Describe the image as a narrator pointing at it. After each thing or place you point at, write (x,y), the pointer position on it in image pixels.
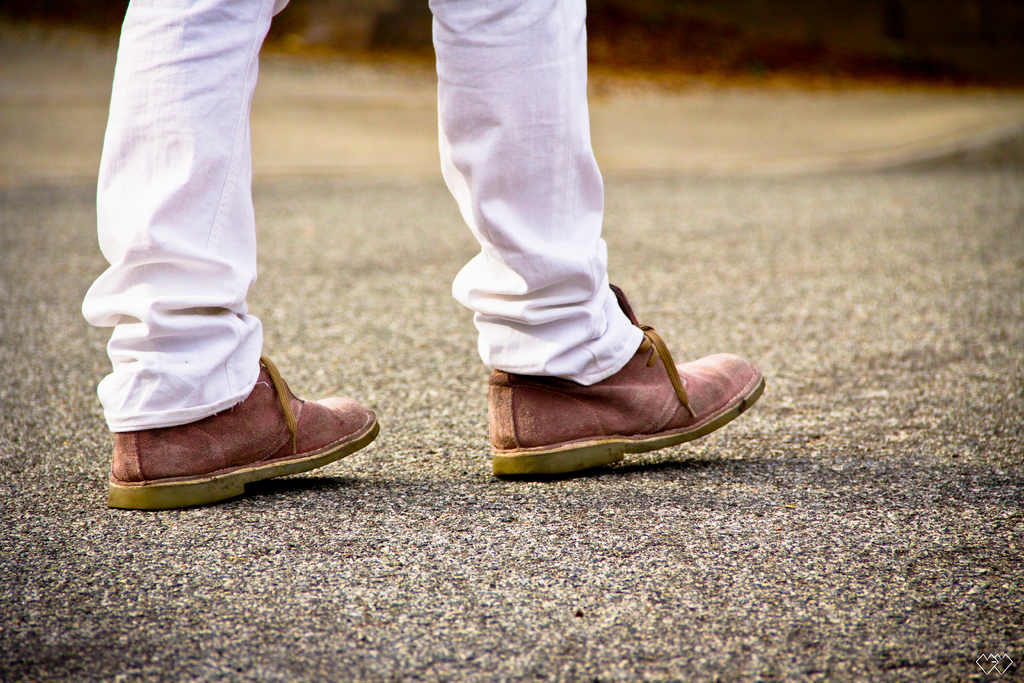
In the center of the image (544,238) we can see a person's legs (538,377) are there. In the background of the image (73,291) road (723,516) is there.
